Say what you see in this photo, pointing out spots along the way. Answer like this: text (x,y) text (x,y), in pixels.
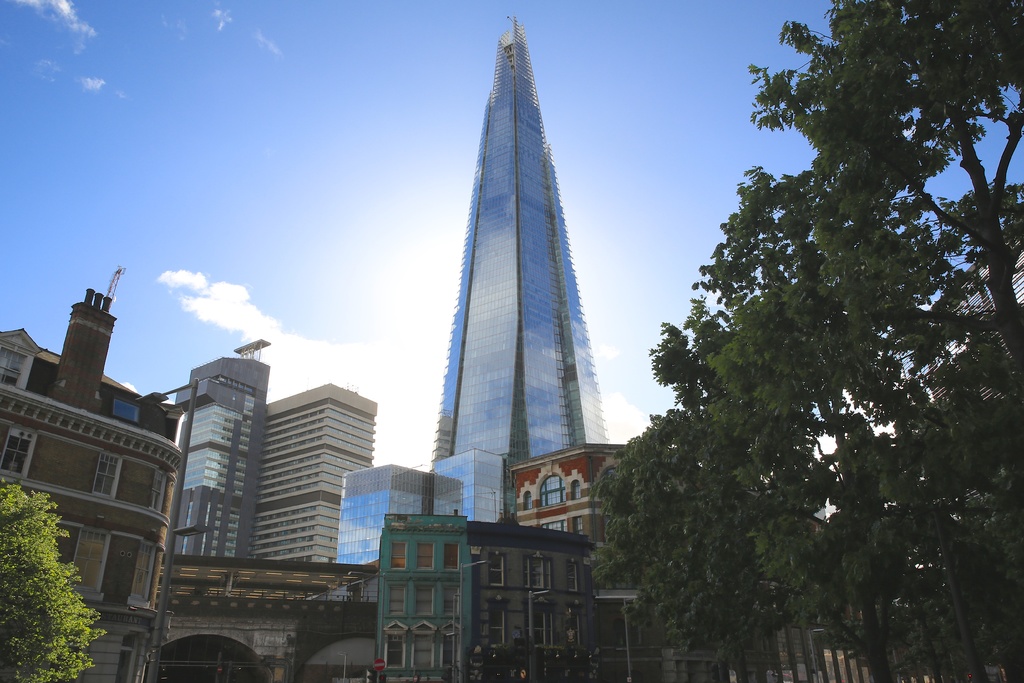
In the image there are many buildings (503,458) with glasses (228,420), walls (129,456), windows (107,457), roofs (110,381) and towers (242,382). In the bottom left corner of the image (18,531) there is a tree (21,543). And in the right corner of the image (953,355) there are trees (955,378). At the top of the image (415,102) in the background (415,79) there is a sky (343,109) with clouds (403,438).
